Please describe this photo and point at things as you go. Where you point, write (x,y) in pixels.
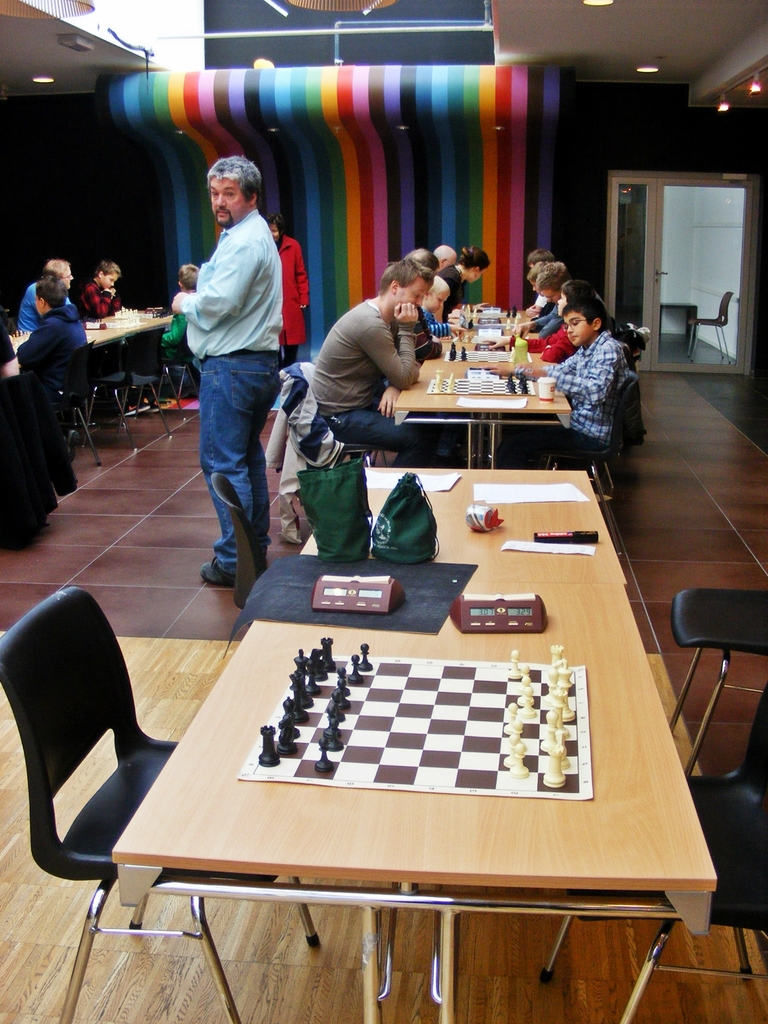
As we can see in the image there are few people (537,350) sitting on chairs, a door (654,244) and table (496,548). On table (529,725) there are chess board (432,747) and coins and papers (489,487).
